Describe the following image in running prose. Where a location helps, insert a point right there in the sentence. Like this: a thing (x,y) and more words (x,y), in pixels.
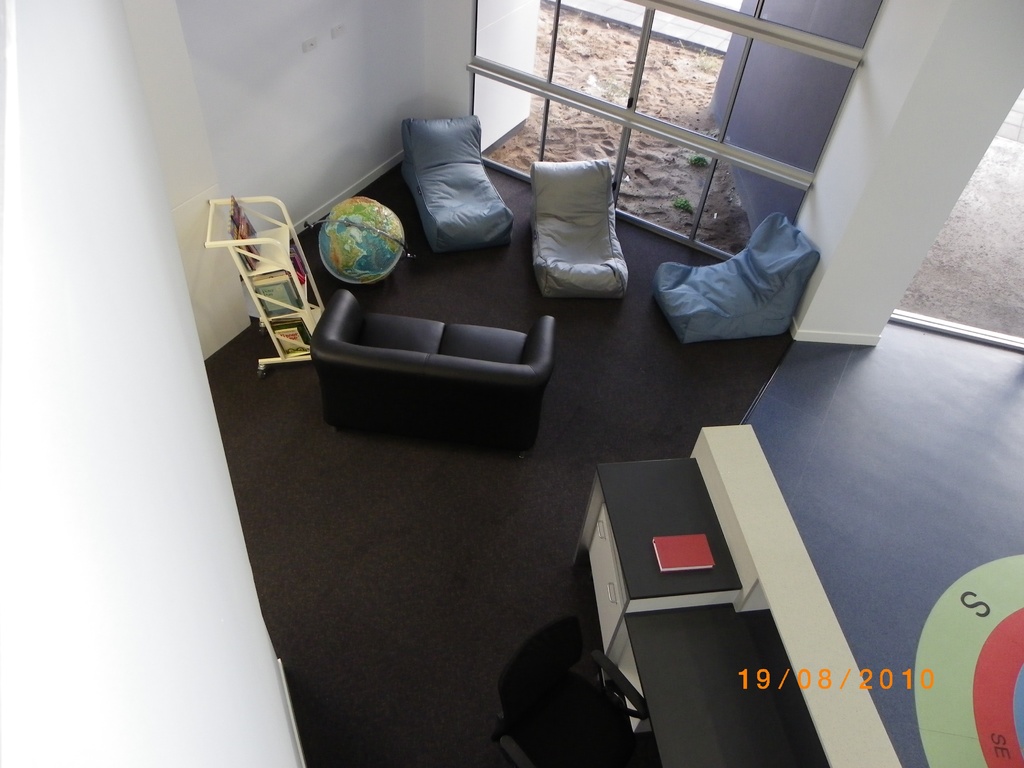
This picture describes about interior of the room (430,495), in this we can find sofas (566,209), stand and chair (542,668), and also we can find a book (691,547) on the table (687,580) and walls (188,256).
